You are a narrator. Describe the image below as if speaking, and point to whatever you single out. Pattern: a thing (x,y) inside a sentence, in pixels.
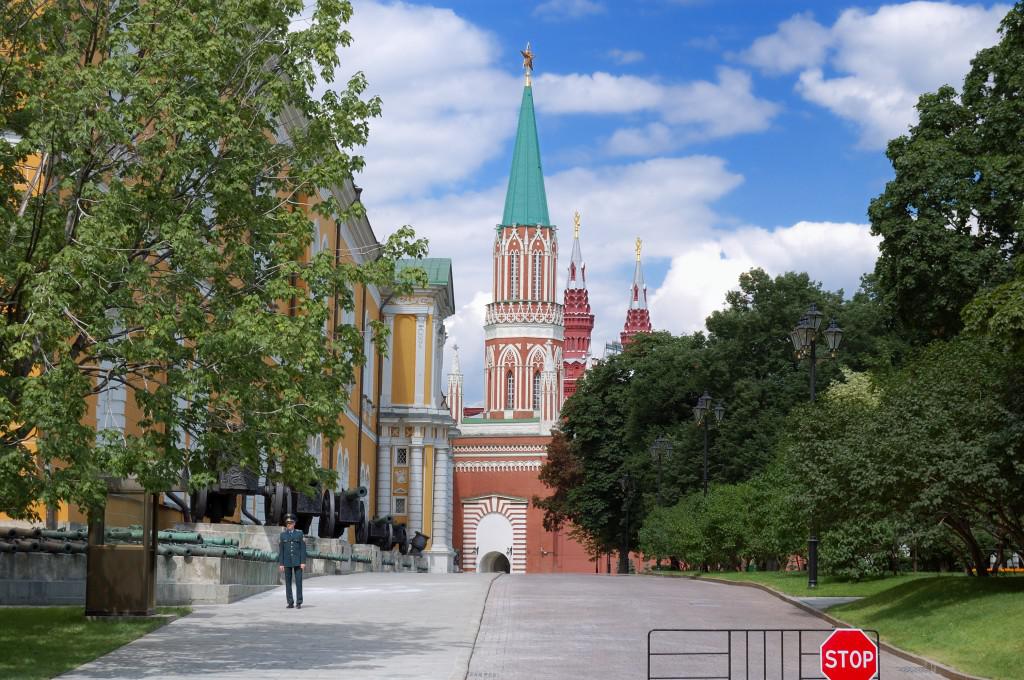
In this image I can see a person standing wearing blue color dress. Background (727,503) I can see trees (711,508) in green color, buildings (422,333) in orange, brown and green color and sky (777,159) is in white and blue color.
